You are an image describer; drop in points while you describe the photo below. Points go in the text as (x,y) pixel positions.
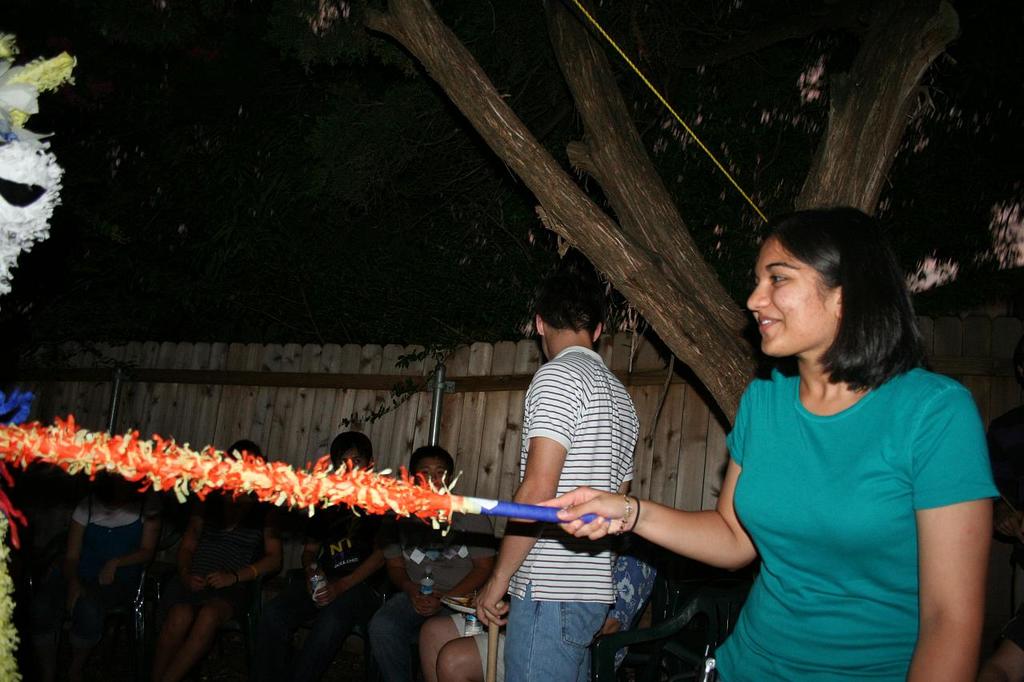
In this image we can see some people (545,455) standing. In that a woman (802,476) is holding a stick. On the backside (94,528) we can see some people (407,536) sitting holding some bottles (425,590). We can also see a fence (479,419), bark (674,282) of the tree (698,347), trees (179,282) and a mask (36,161).
